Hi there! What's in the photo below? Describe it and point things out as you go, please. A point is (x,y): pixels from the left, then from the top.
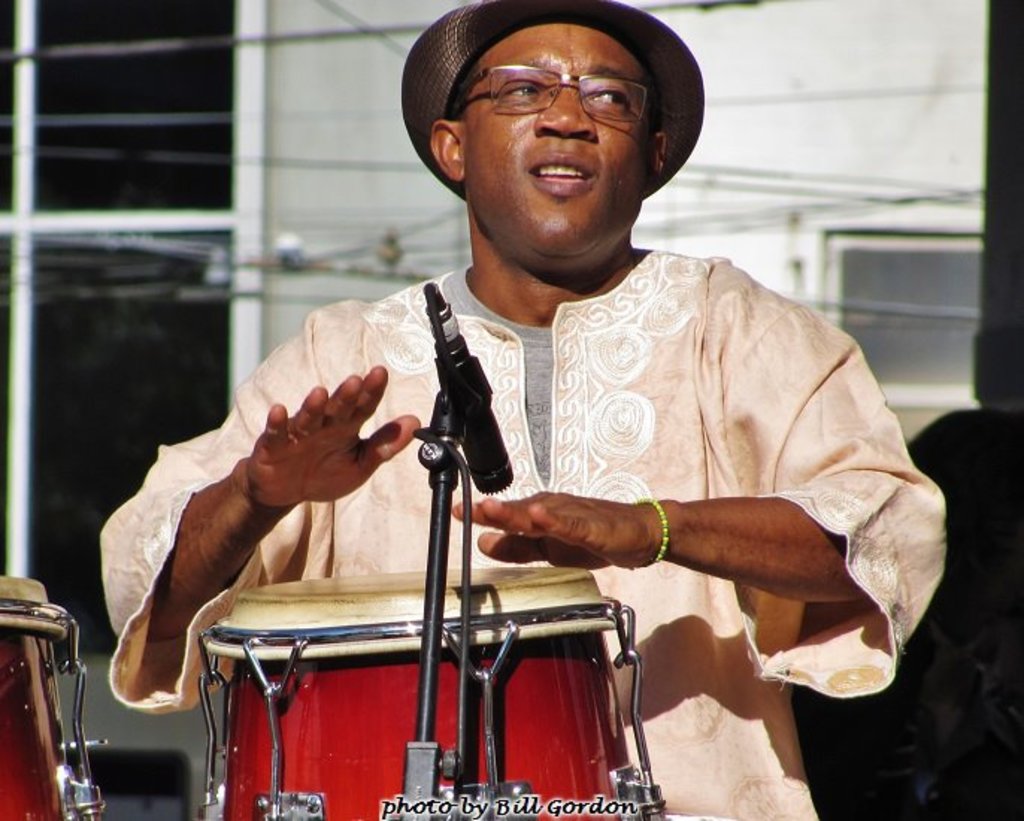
This picture shows a man (538,39) playing drums (397,771) with the help of a microphone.
